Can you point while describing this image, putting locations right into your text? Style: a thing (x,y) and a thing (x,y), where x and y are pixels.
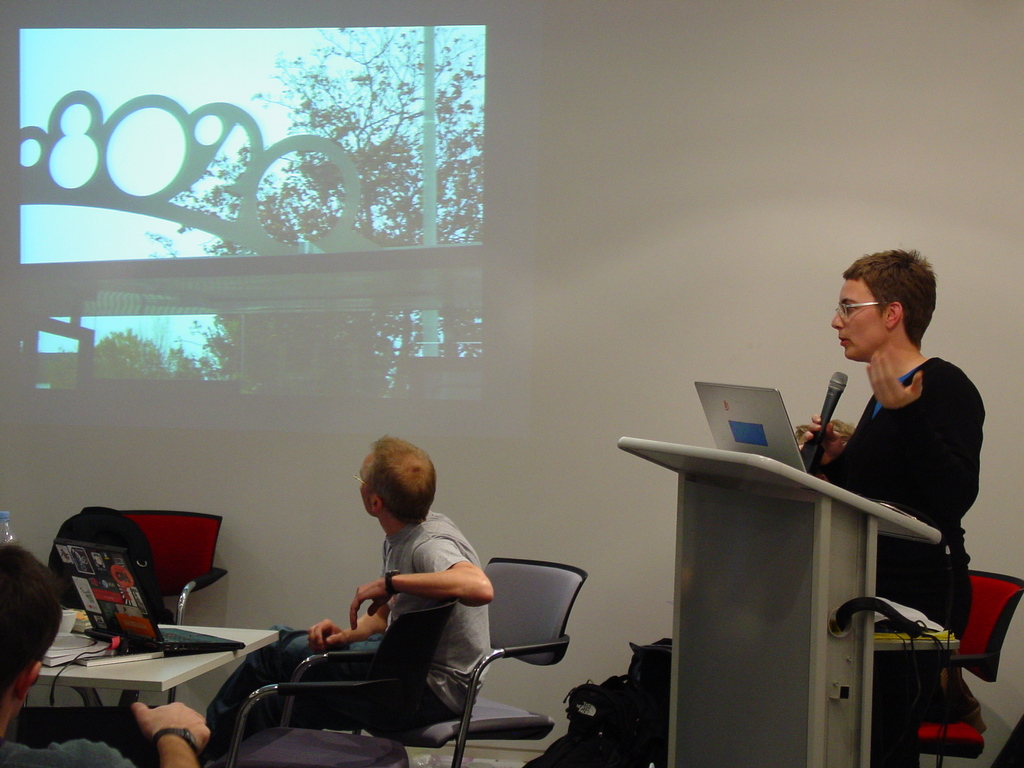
It seems to be the image is inside the room (766,559). In the image on right side (966,415) there is a person (912,472) standing in front of podium (778,478) and the person (822,432) is also a holding a microphone (827,420). On podium (723,514) we can see a laptop (771,432), on left side (322,633) there are two people (421,590) sitting on chair (495,629) on table (149,671) we can see a bag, laptop (136,593), book (71,651) and a water bottle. In background (363,281) we can see a screen (348,277), trees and sky (215,38) is on top (176,63).
